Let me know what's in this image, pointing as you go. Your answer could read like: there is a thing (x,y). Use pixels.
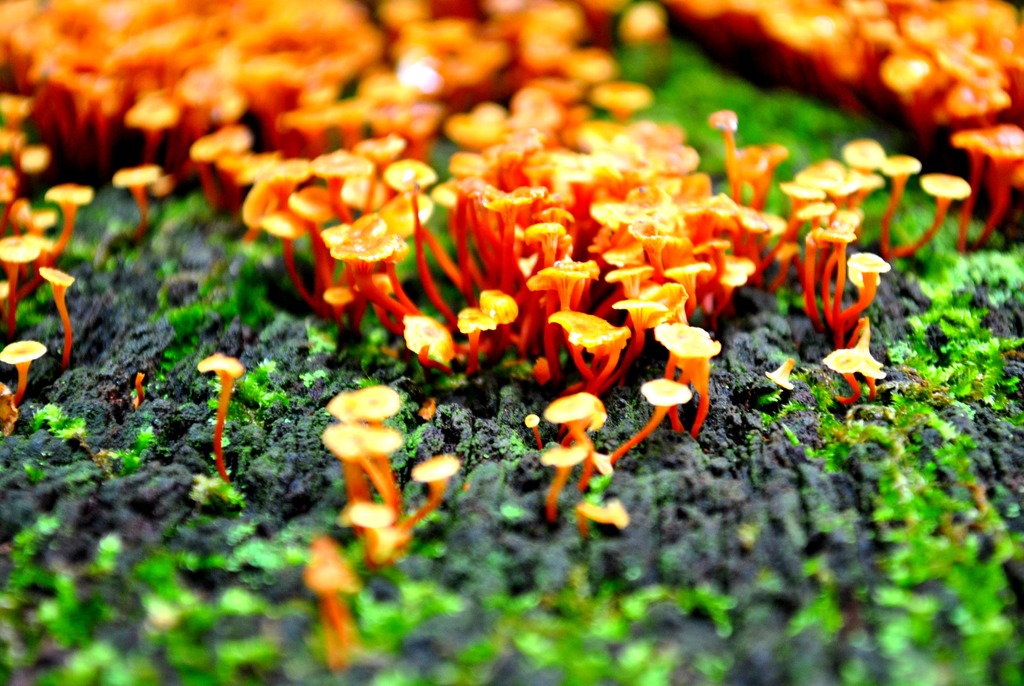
In this image there are small plants (723,266), in the background (376,138) it is blurred.
